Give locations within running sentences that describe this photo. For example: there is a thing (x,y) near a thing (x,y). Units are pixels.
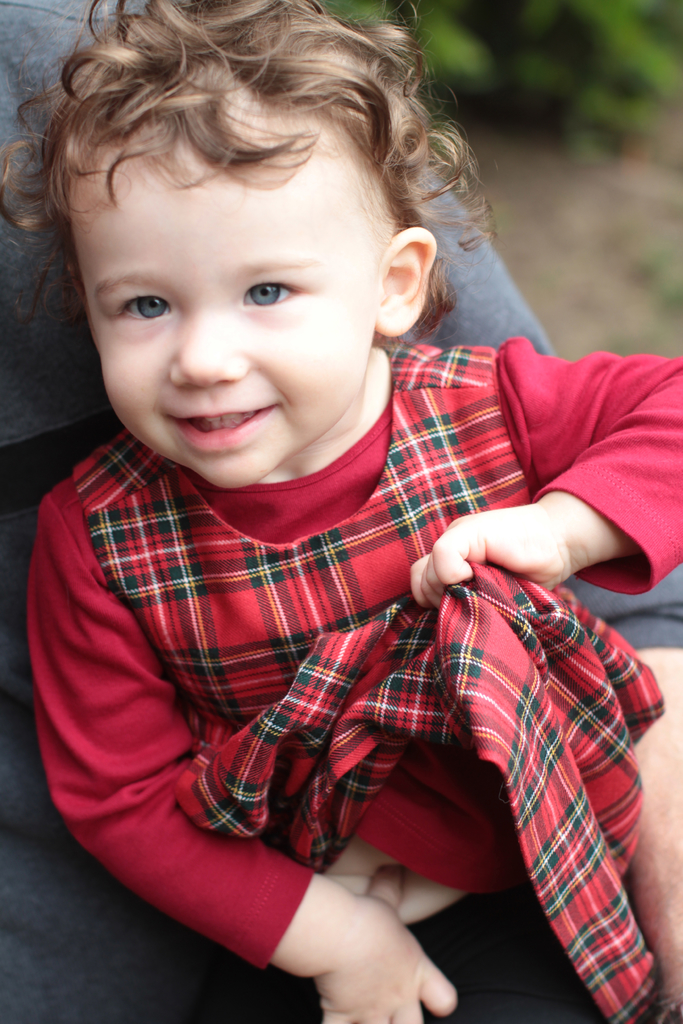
In this image we can see two persons (431,345). One girl (403,473) wearing red dress (549,683) and one person (38,376) wearing grey dress (38,376). In the background (495,74), we can see plants (555,69).
